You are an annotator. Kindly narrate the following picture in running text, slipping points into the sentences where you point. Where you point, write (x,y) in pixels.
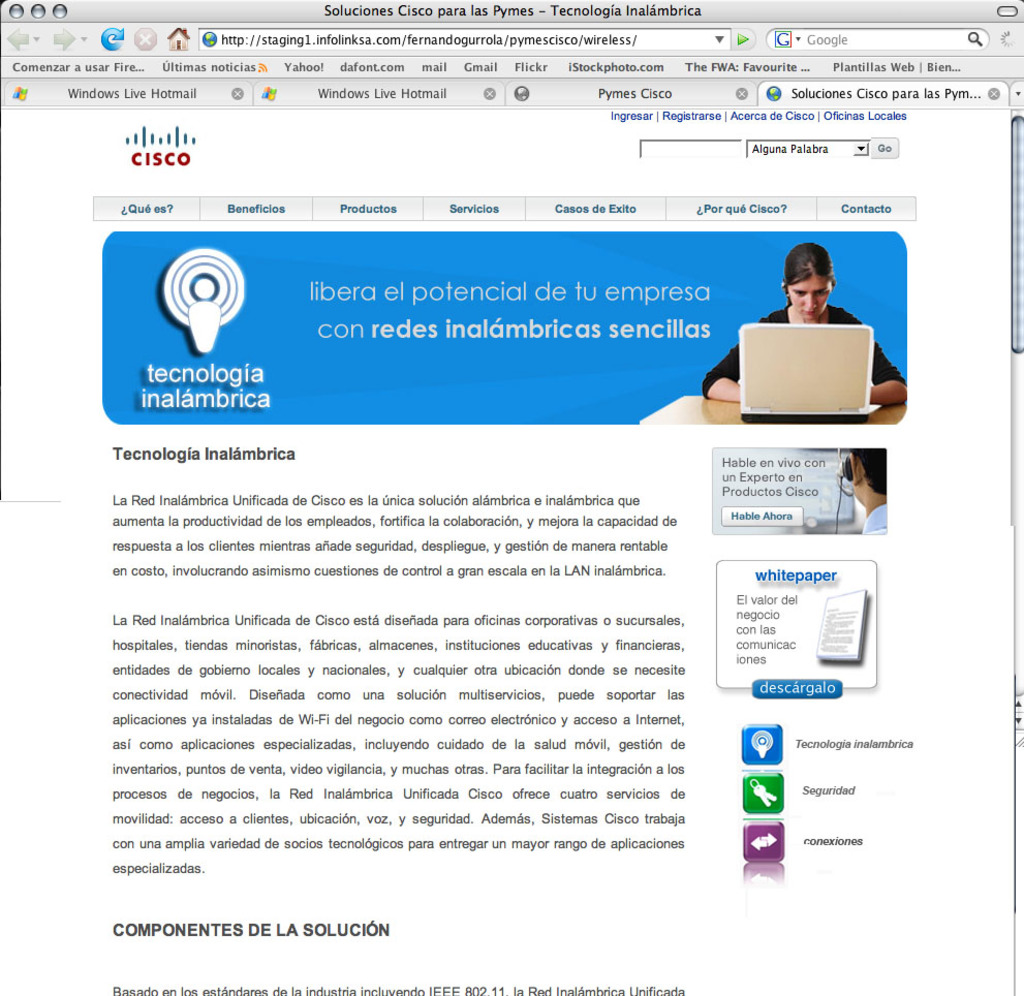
In this image I can see picture of a web page (326,310). On the right side (729,509) I can see few people (789,281) and I can also see something is written.
